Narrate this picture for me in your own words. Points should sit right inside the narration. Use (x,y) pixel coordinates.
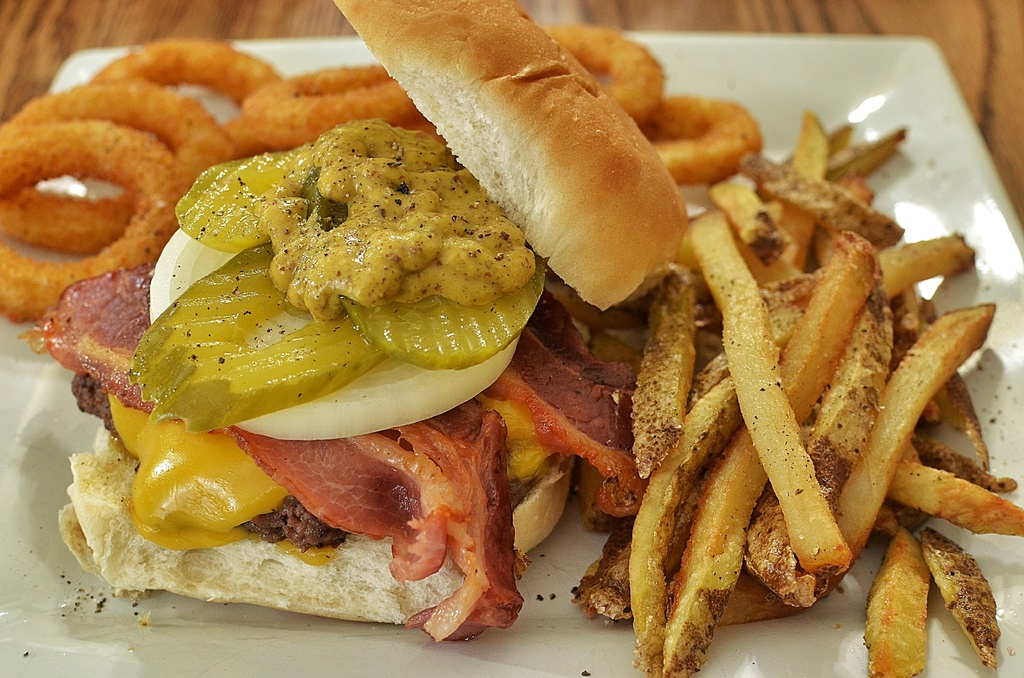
In this picture there is a tray (828,644) in the center of the image (640,352), which contains french fries (674,382) and a burger (560,336) in it.
